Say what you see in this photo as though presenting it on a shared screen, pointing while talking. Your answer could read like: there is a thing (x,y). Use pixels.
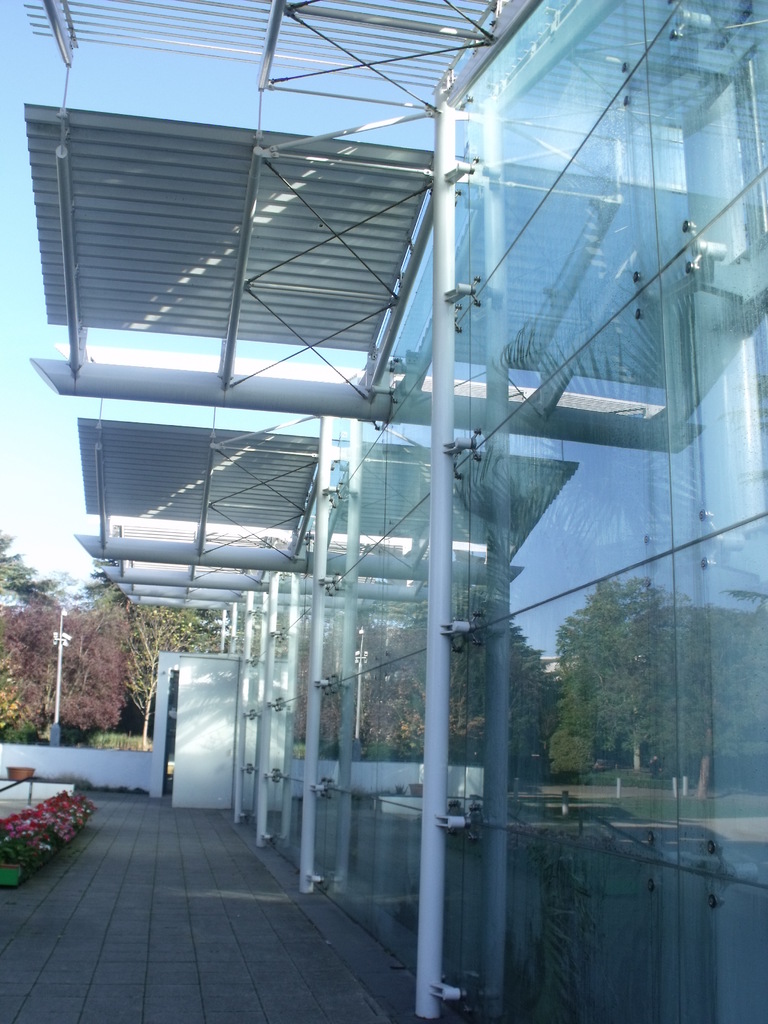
We can see rods (306,853), glass (633,907) and plants (38,830), through this glass (657,703) we can see trees (607,669) and sky (573,535). On the background (89,690) we can see trees (15,643), pole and sky (15,490).
